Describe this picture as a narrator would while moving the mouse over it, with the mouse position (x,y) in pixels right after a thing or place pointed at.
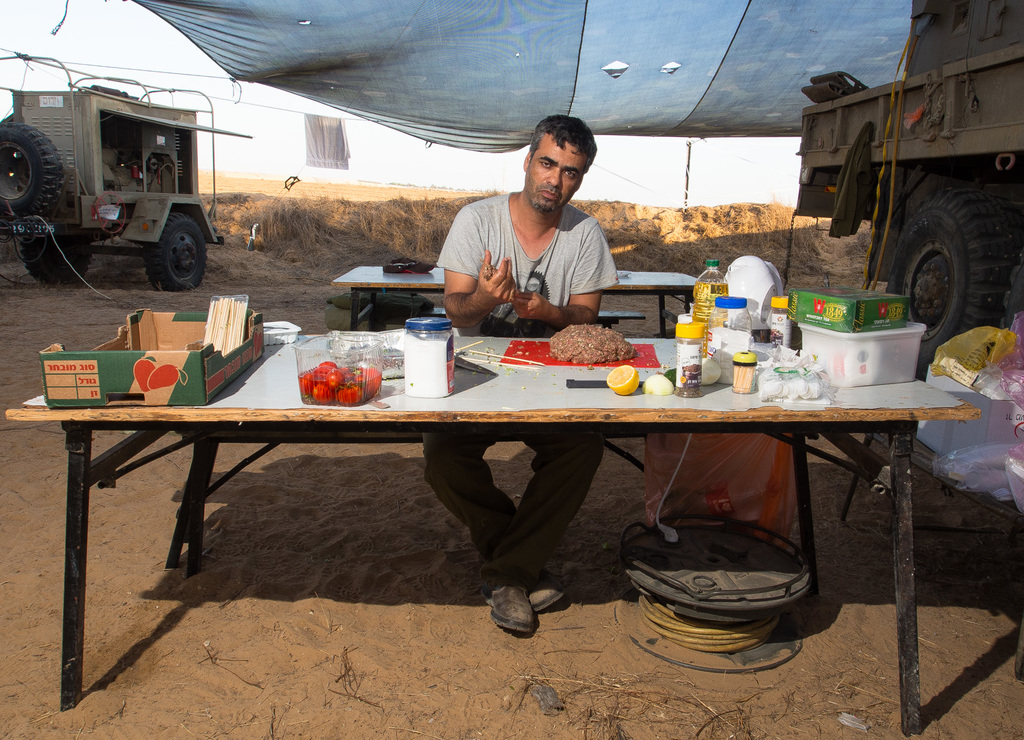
This image is consists of a person (514,225) sitting on the chair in front of the table (193,411) on which box (219,380), jar (427,375), bottle (440,365), chopping board (610,366), meat (618,352), fruits (617,377) and some oil bottles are kept. On the left side (182,269) top, a truck (81,272) is there. And also on the right side of the top. In the middle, a blue color tent (581,112) is there. In the background (97,47), there is a sky (257,131) white in color. In the middle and bottom of the image (270,624), a sand (351,551) is visible. This image is taken in a day time.
